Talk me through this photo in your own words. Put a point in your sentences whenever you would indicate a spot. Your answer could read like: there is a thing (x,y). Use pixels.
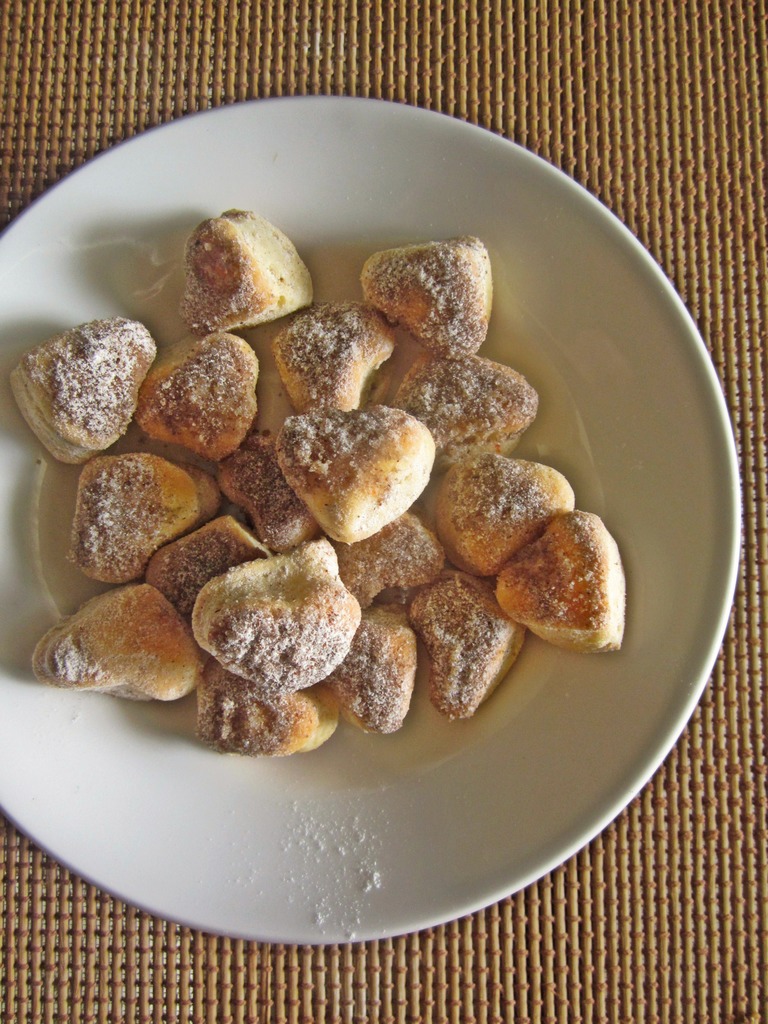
There is a white plate (548,173) on a mat (716,752). On the plate (436,147) there are some snacks (339,589).
